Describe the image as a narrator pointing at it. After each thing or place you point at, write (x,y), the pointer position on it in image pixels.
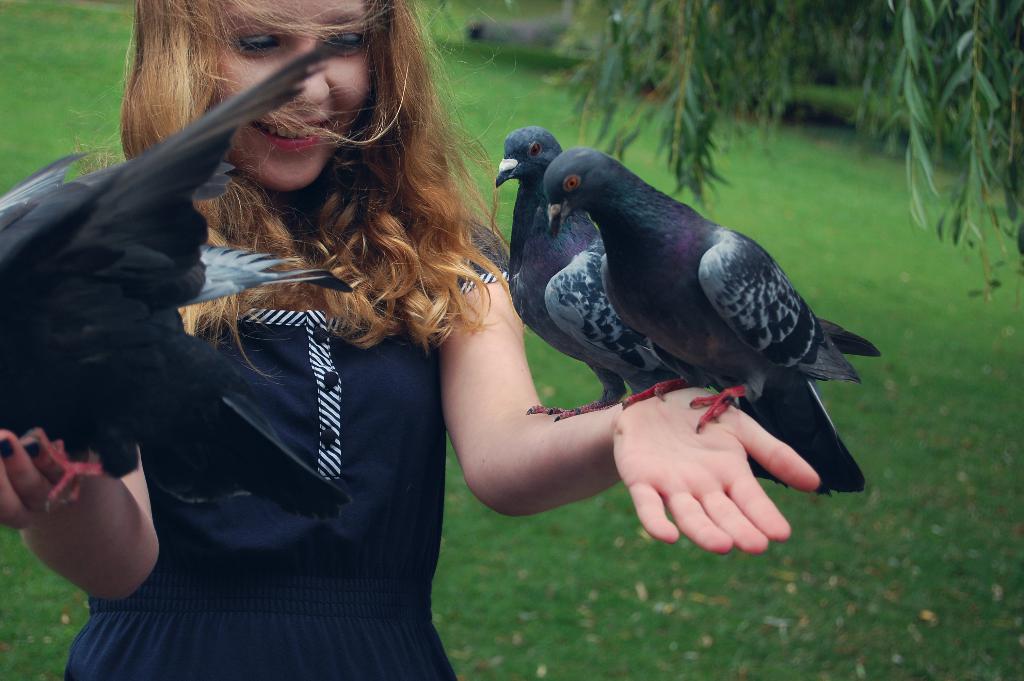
In this image, I can see a girl (353,425) with birds (551,233) and she is standing and smiling. In the background (798,153), I can see the grass (796,193) and a tree (732,62).
